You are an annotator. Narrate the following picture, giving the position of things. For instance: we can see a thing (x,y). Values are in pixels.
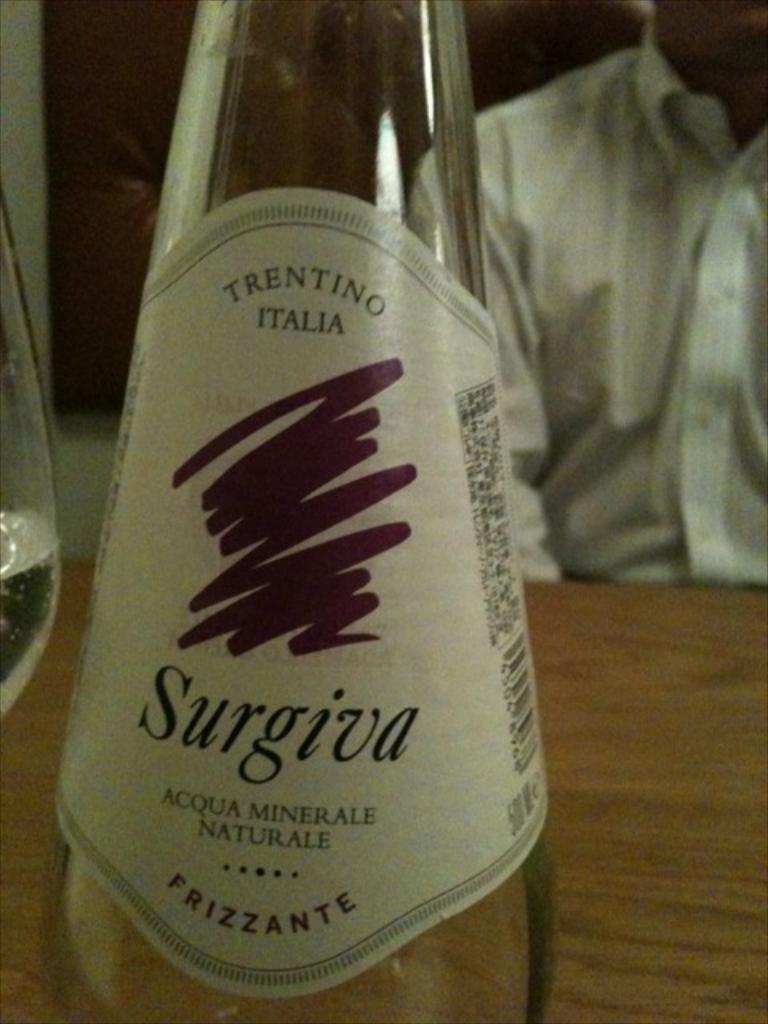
There is a bottle (411,483) on the table (600,810). Here we can see partial part of a person (624,368) wearing white colour shirt (624,368).
